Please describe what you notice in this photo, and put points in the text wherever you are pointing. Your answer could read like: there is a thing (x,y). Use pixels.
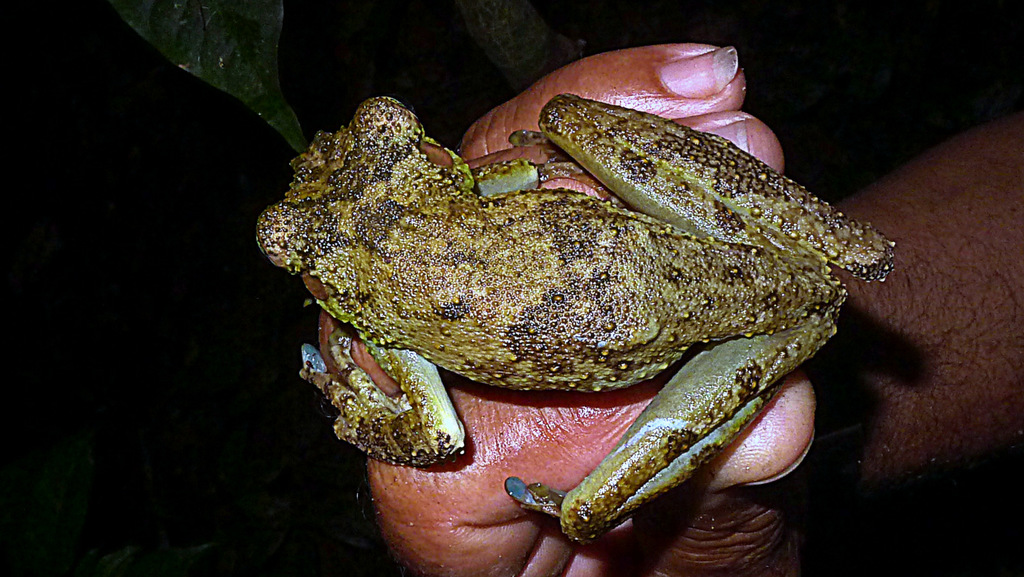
In this image we can see a frog (562,253) on the person's hand (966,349). In the background of the image (614,12) there are leaves (220,66) and a dark view.
